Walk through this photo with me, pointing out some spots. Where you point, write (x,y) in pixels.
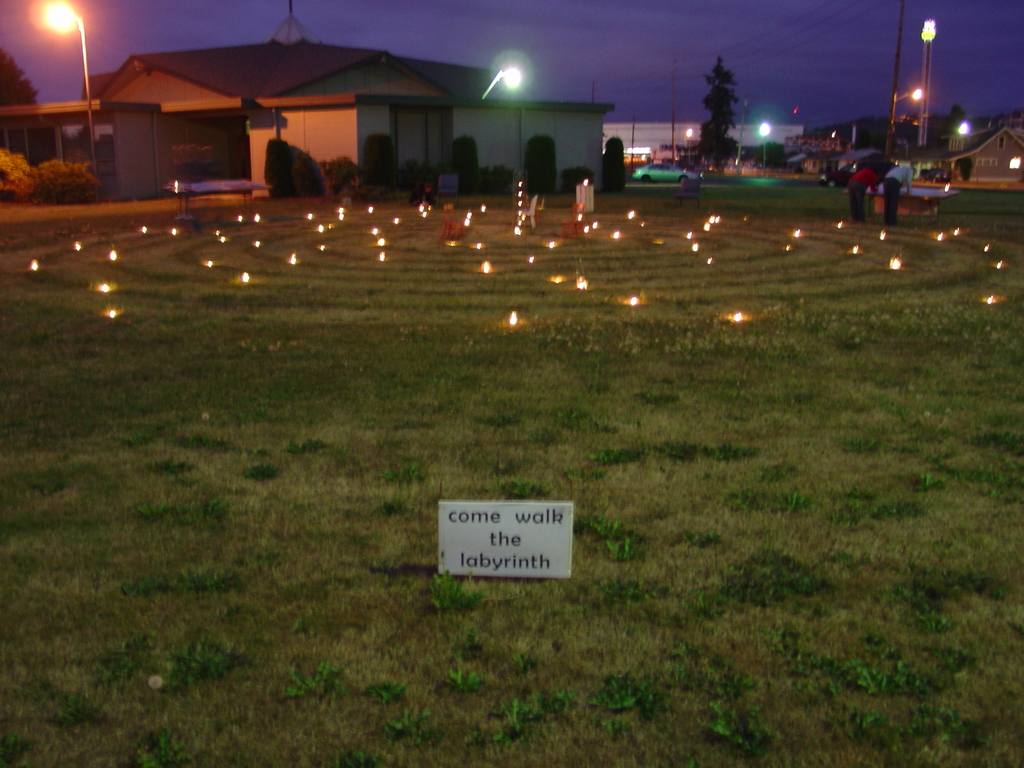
In this image in the center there are some lights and objects (247,275), and at the bottom (686,610) there is grass (396,585) and one board (466,518). On the board (469,516) there is text (464,519) and in the background (323,167) there are some houses (736,132), vehicles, trees (728,126), poles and some wires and some people (887,199) and there are tables (899,196) and the grass (211,204). At the top of the image (524,52) there is sky (474,52).
